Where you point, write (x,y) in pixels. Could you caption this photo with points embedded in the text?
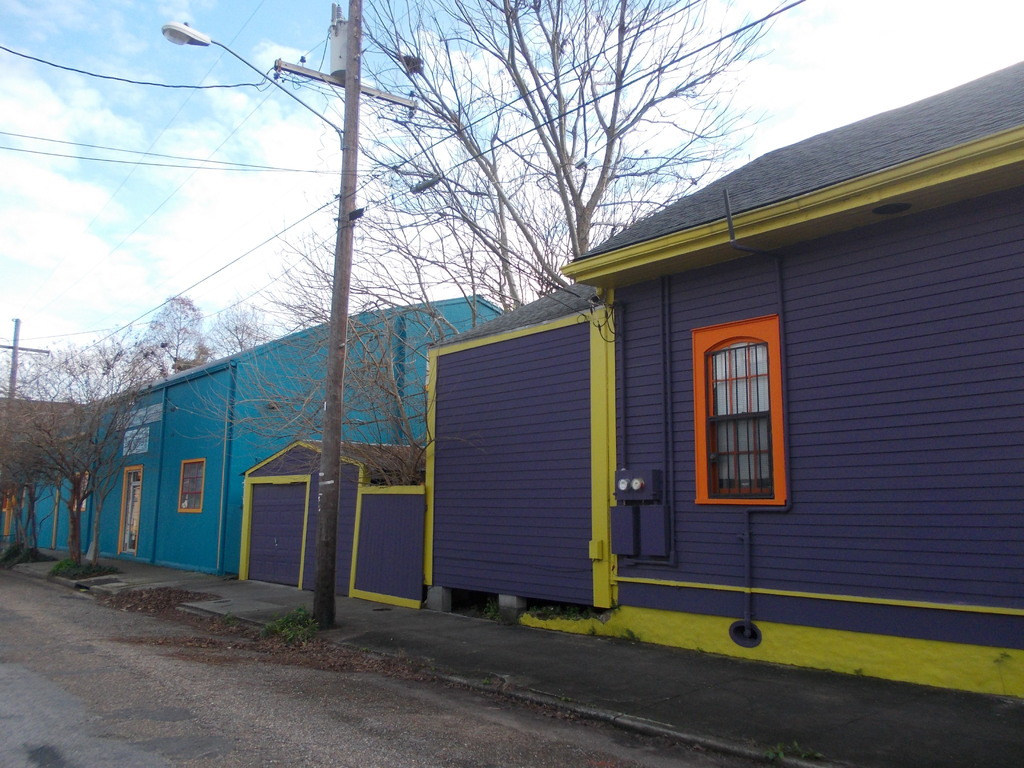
As we can see in the image there are buildings (420,410), trees (120,441), current poles (333,76), street lamp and rolling shutters (280,577). At the top (305,54) there is sky (168,89) and clouds (840,21).
